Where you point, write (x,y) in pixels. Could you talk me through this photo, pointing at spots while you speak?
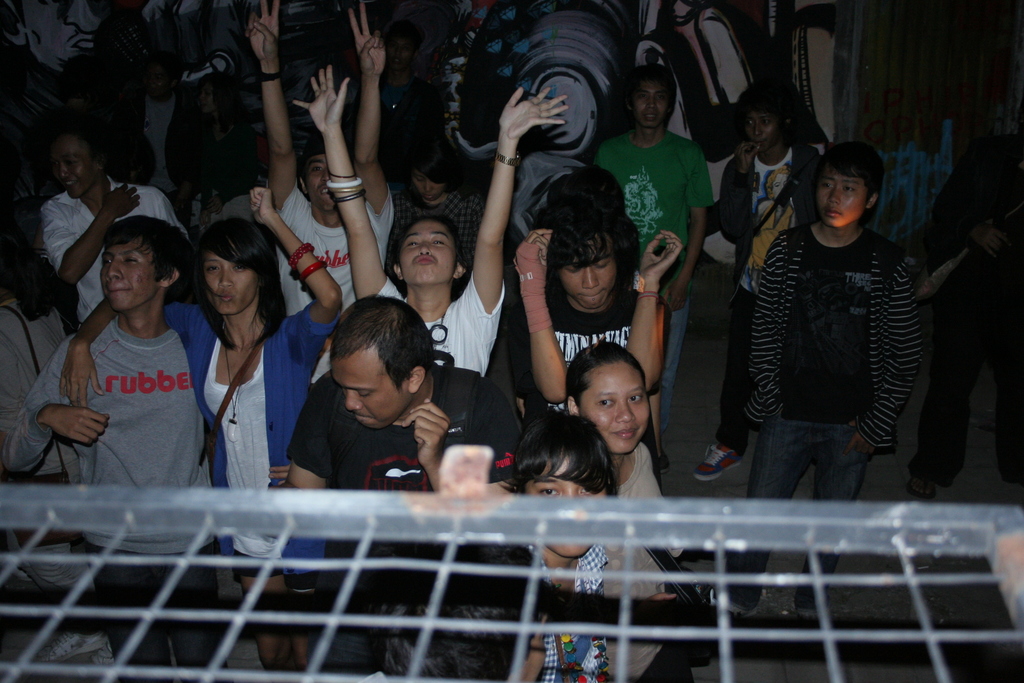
There is a net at the front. Many people (435,324) are present. Few people (329,237) are raising hands (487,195). There is a painted wall (684,65) at the back (772,55).
